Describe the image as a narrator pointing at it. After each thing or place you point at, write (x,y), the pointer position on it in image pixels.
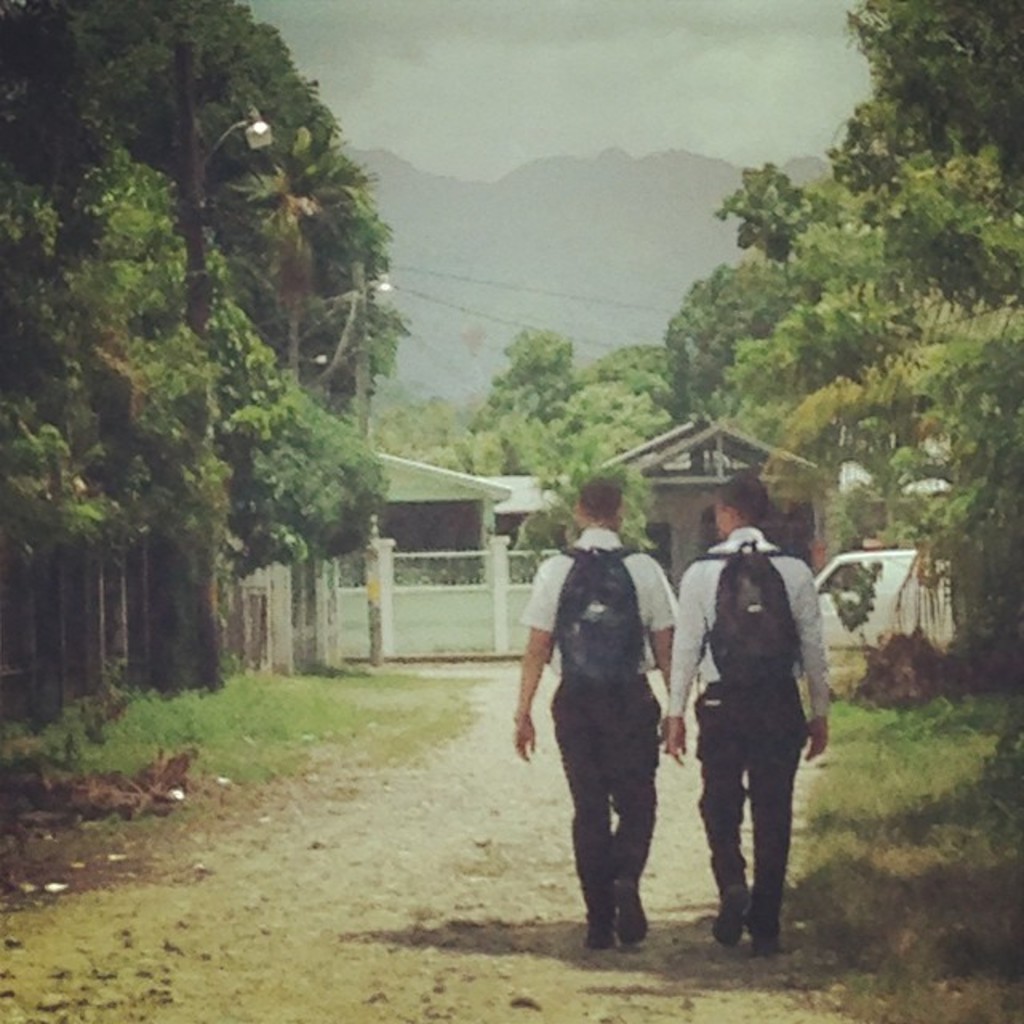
On the right side of the image (752,513) we can see two people (606,840) walking. On the left (206,454) there are trees (252,451). In the center (419,628) we can see gate (508,558). At the top (546,191) there is a hill (688,198) and sky (645,77).
